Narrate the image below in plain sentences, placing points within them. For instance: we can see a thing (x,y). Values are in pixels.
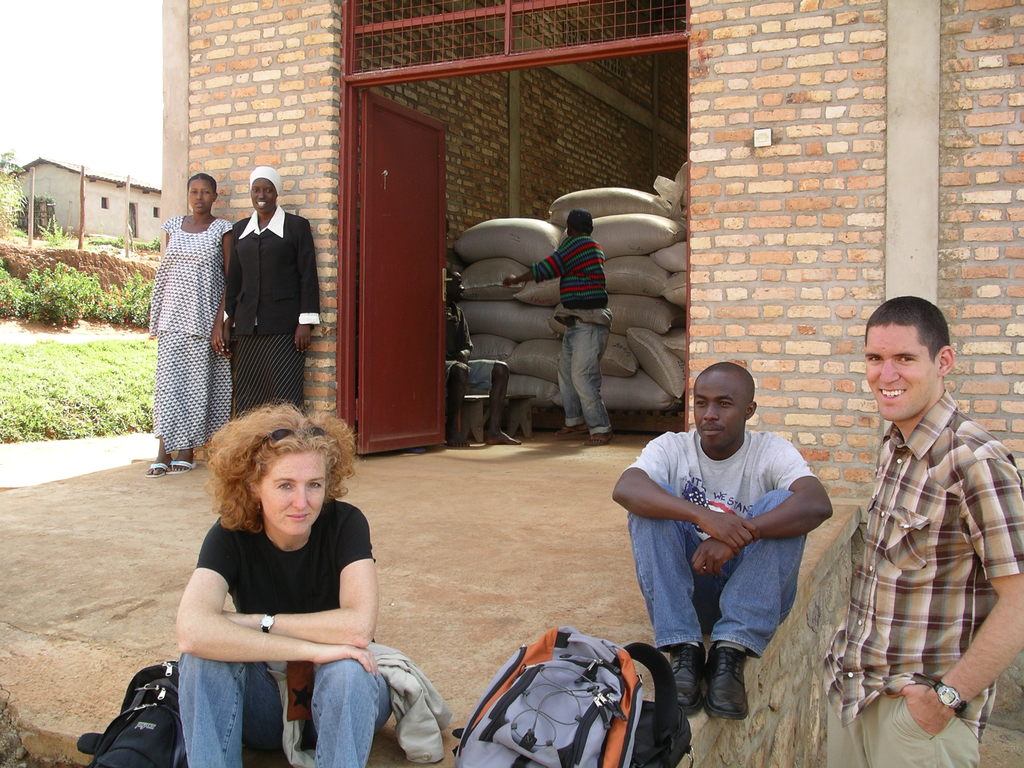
In the center of the image (584,289) we can see person (579,273) standing at the door (378,324). At the bottom of the image (208,704) we can see persons (727,628) and bags (172,687). On the left side of the image (236,354) we can see persons (225,354) standing to the wall (199,110). In the background (96,111) we can see sky (118,108), house (57,189), trees (2,171), plants (55,299) and grass (77,396).
